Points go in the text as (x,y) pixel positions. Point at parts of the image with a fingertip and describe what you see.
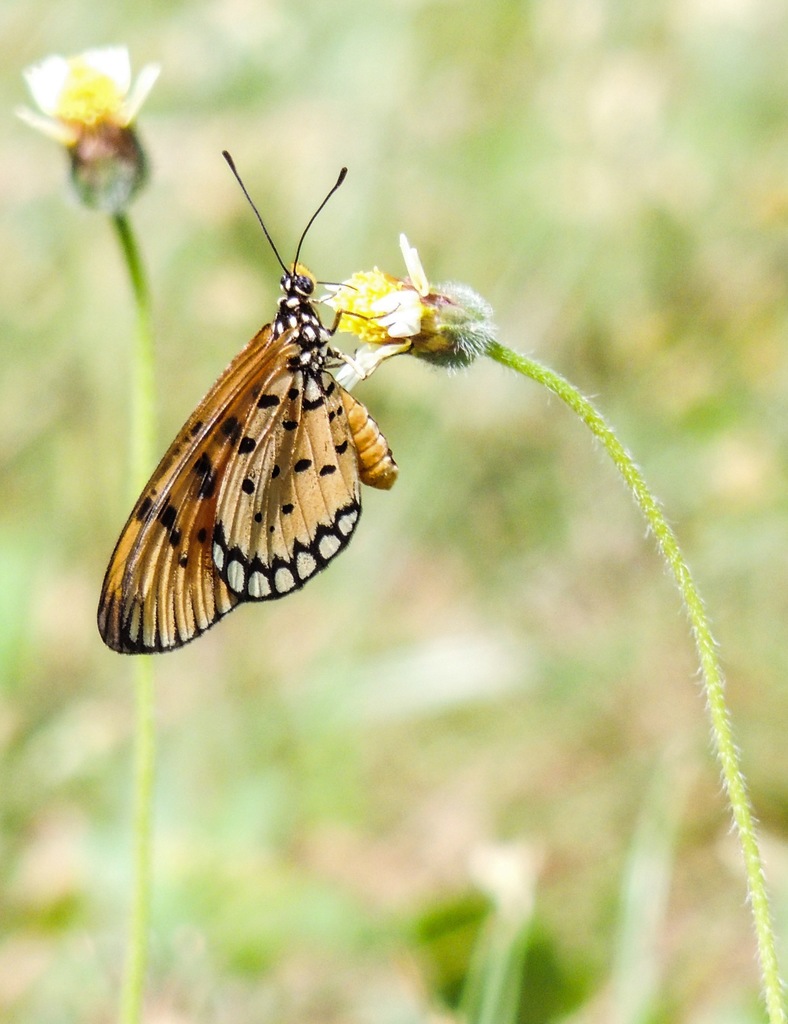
In this image I can see a butterfly (303,473) which is orange, black and white in color is on a flower (360,305) which is white, yellow and green in color to a plant (489,353) which is green in color. I can see the blurry background (527,76) which is green in color and a flower (133,164).
